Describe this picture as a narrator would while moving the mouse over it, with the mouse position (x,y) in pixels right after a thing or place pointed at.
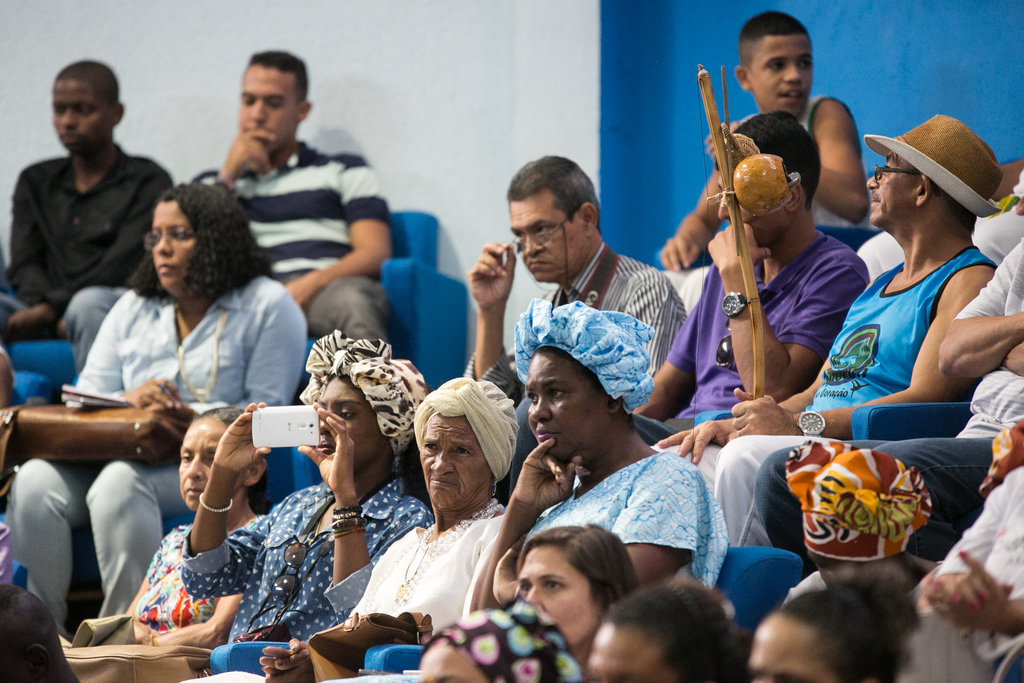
In this image there are persons (182,298) sitting on a blue colour chair (409,331). The woman (377,520) in the center (401,394) is holding a mobile phone (281,447) in her hand (238,447) and clicking a photo and the man (856,347) on the right side (873,354) is sitting and holding a stick (757,362) in his hand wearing a brown colour hat (942,164). In the background (535,39) there is a wall (510,67) which is white and blue in colour.
